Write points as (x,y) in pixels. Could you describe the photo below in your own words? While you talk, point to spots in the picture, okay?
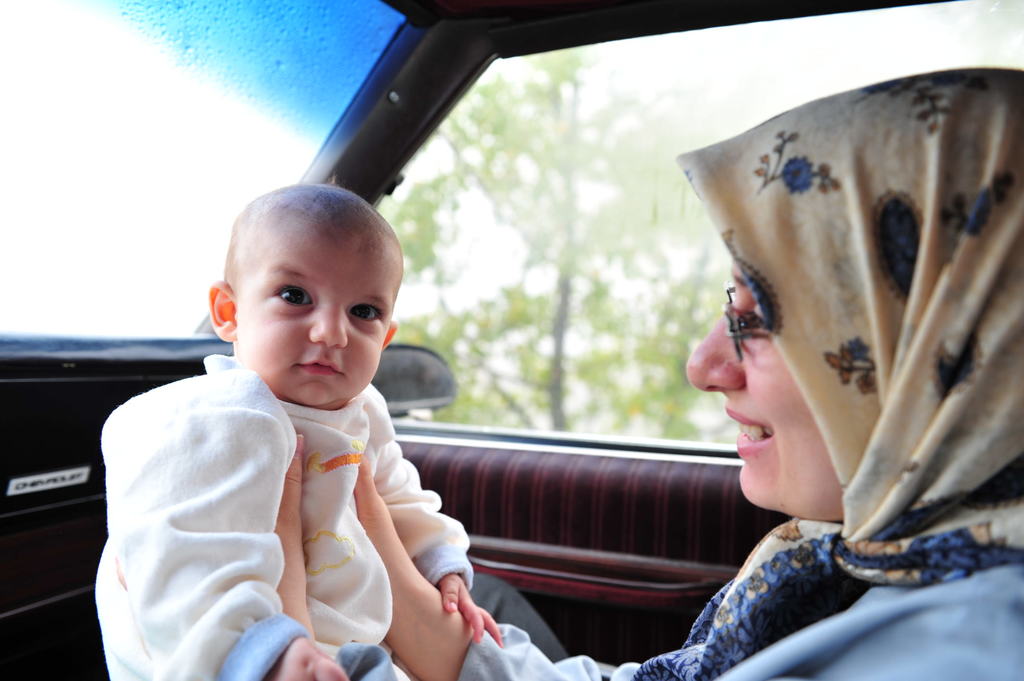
The image is taken in a car (174,379). On the right (925,467) there is a woman (787,537) seated, she is smiling. The woman (822,518) is holding a baby (252,500). In the background (615,364) there is a tree (521,382). On the left (151,122) there is a car window (159,163).
